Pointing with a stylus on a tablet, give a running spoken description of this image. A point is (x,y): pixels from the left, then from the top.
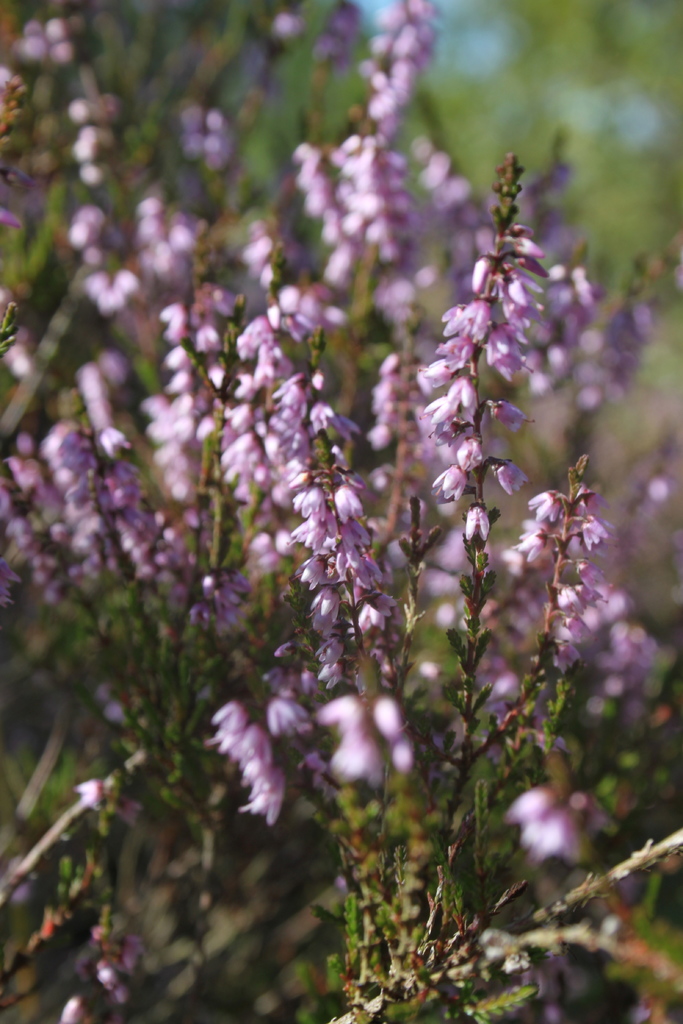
In this image there are many flowers (434,201) on the plants (366,595).
